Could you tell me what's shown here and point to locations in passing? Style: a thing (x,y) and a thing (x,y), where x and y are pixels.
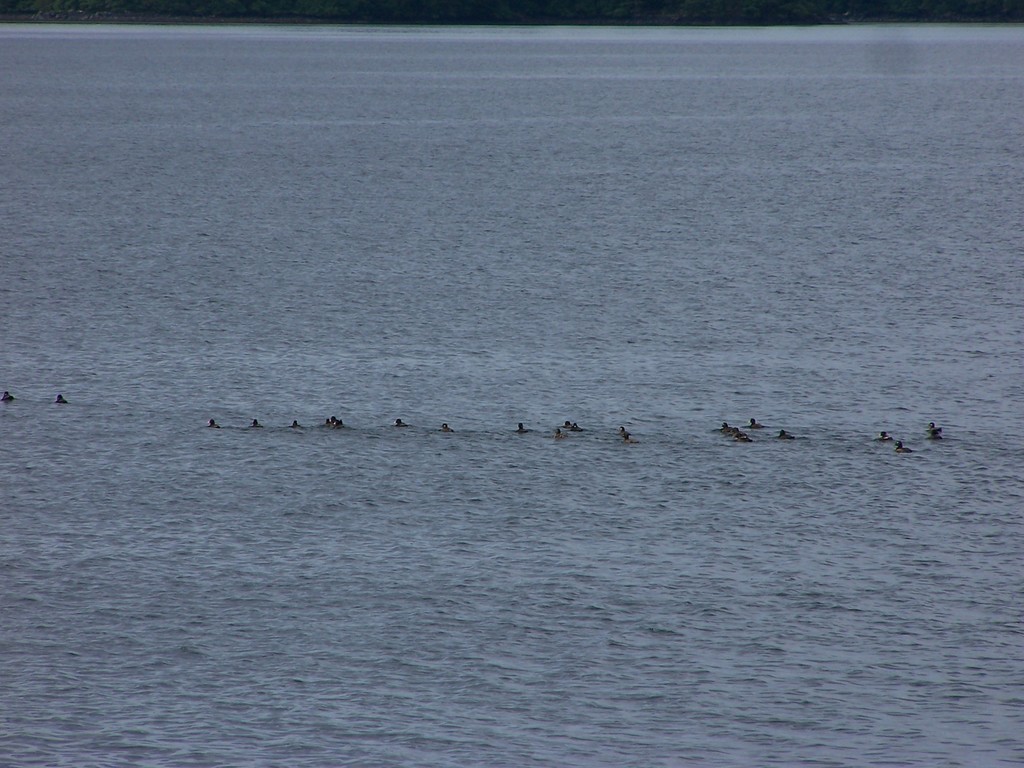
In this picture we can see a group of birds (906,452) in the water (532,633).
